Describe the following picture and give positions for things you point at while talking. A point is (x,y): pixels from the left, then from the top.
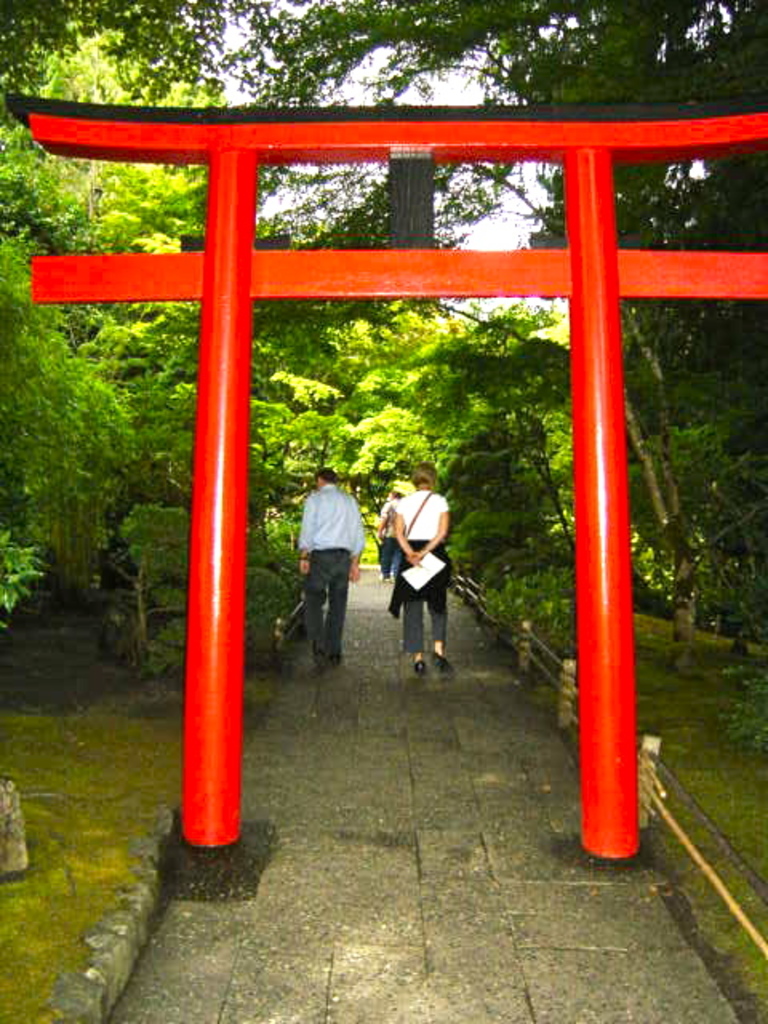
There is a red color arch (479,150) on a road (628,864), on which there are persons (315,503). On both sides of this arch (235,356), there are trees (505,331) and grass (667,673) on the ground (667,673). In the background (449,192), there is the sky (283,2).
